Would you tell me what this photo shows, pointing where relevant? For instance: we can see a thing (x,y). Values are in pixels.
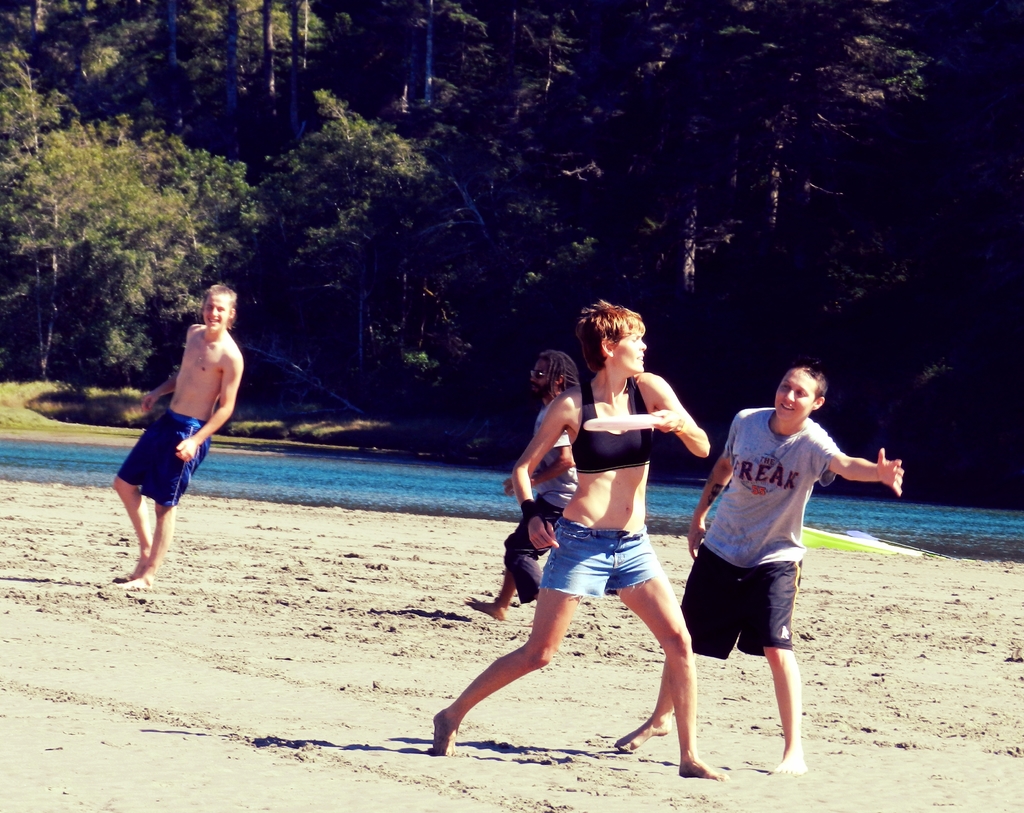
In this picture we can see four people (599,472), in the middle of the image (628,541) we can see a woman (628,496), she is holding a disk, in the background (663,517) we can see water (663,517) and few trees (571,321).
